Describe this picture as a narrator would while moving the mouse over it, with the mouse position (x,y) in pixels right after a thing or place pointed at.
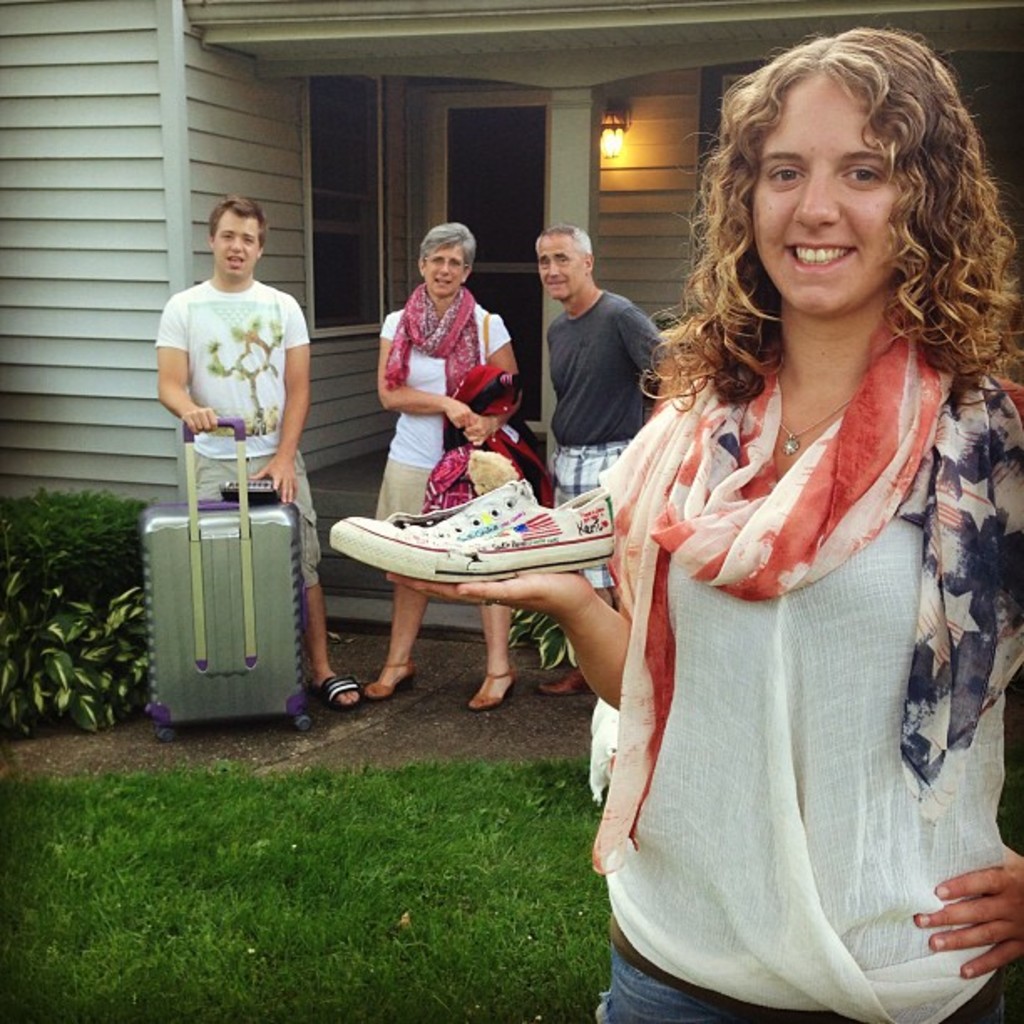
in this picture a woman (730,374) is standing she is smiling, she is wearing a scarf (786,541), and she is holding a shoe (489,544) in her hand (468,583). here it is a grass (311,916) on floor (98,827), and here it is a building (557,55) with light (613,142) and doors (475,229), and man (245,225) is standing with a travelling bag (193,566), and here is a woman (439,294) she wearing a glasses (450,261), and here is a man (588,365) standing.
